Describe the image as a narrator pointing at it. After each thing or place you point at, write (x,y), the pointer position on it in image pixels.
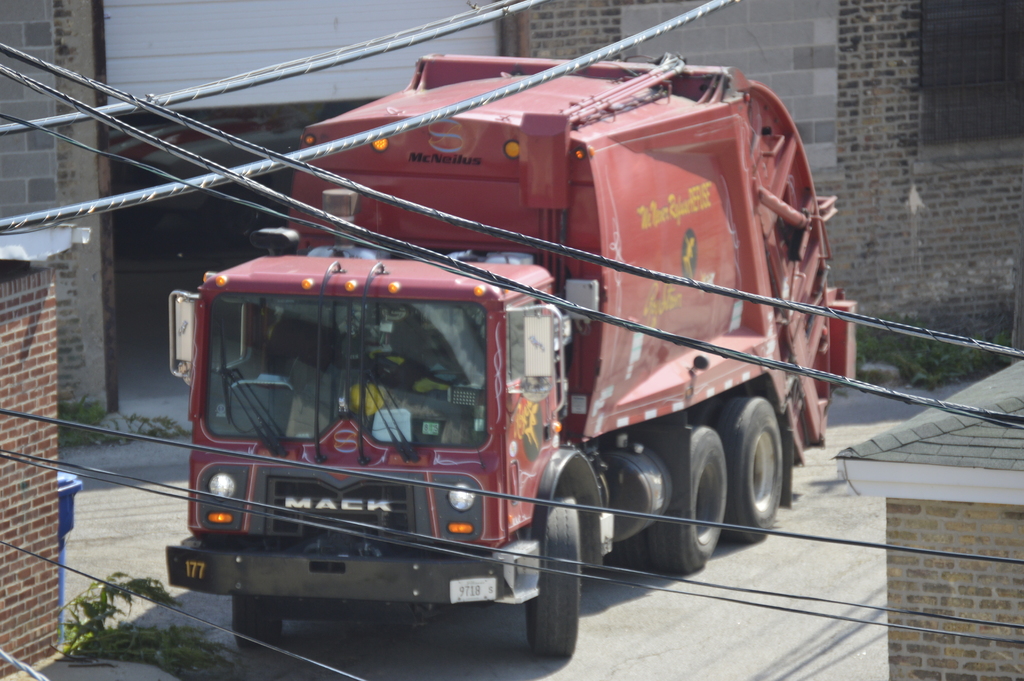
In this image there is a garbage truck (456,437), around the truck (439,240) there are buildings (51,520) and there is a trash can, on top of the image (331,153) there are cables (267,72).
